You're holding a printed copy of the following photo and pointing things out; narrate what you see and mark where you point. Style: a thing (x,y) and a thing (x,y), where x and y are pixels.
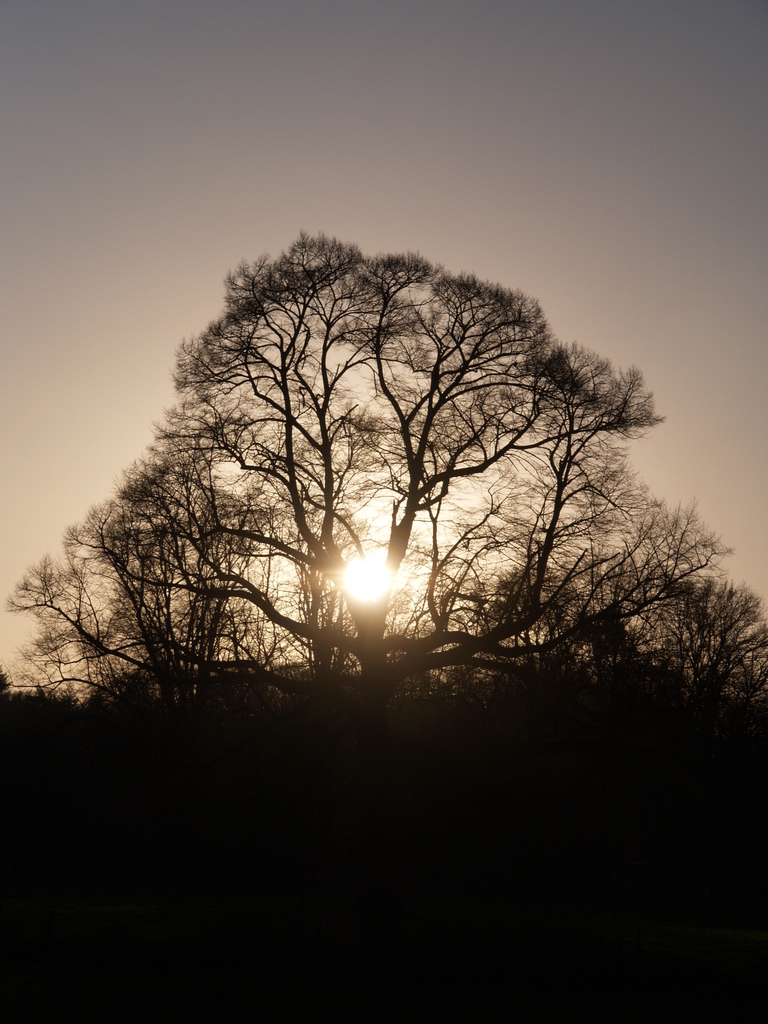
In the image in the center (349,373), we can see the sky (390,205), sun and trees (349,655).
